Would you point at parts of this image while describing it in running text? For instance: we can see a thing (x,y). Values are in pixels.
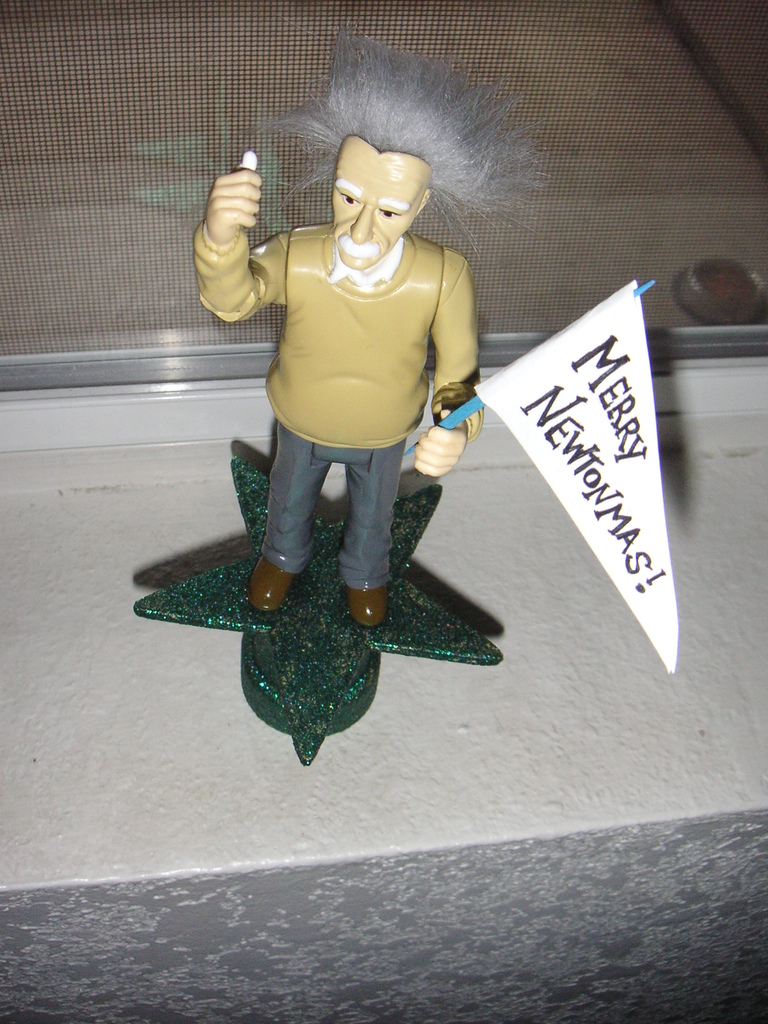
In this there is a figurine (372,250) visible on star type decorative item (300,664), it is holding a flag (625,310), on which I can see text (626,536).
